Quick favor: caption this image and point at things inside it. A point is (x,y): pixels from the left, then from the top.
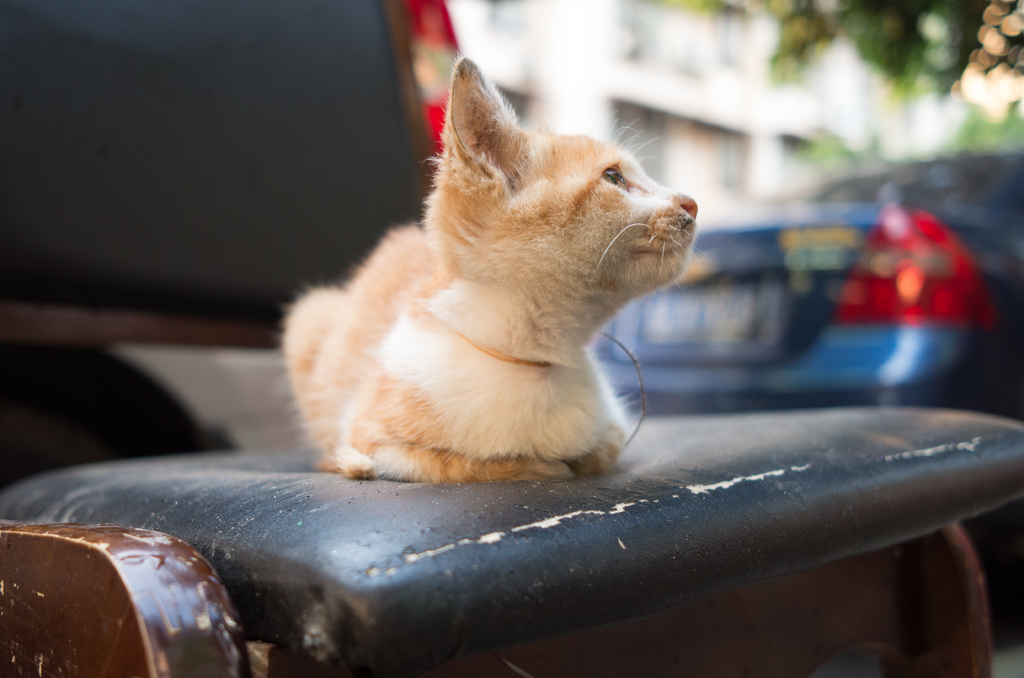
In this picture, we see the cat (546,300) is on the sofa chair (825,551). On the right side (797,246), we see a blue car (827,340). In the background (706,144), we see the trees (916,34) and a building (745,135) in white color. This picture is blurred in the background (728,51). On the left side (240,124), we see a black color vehicle (98,390).
